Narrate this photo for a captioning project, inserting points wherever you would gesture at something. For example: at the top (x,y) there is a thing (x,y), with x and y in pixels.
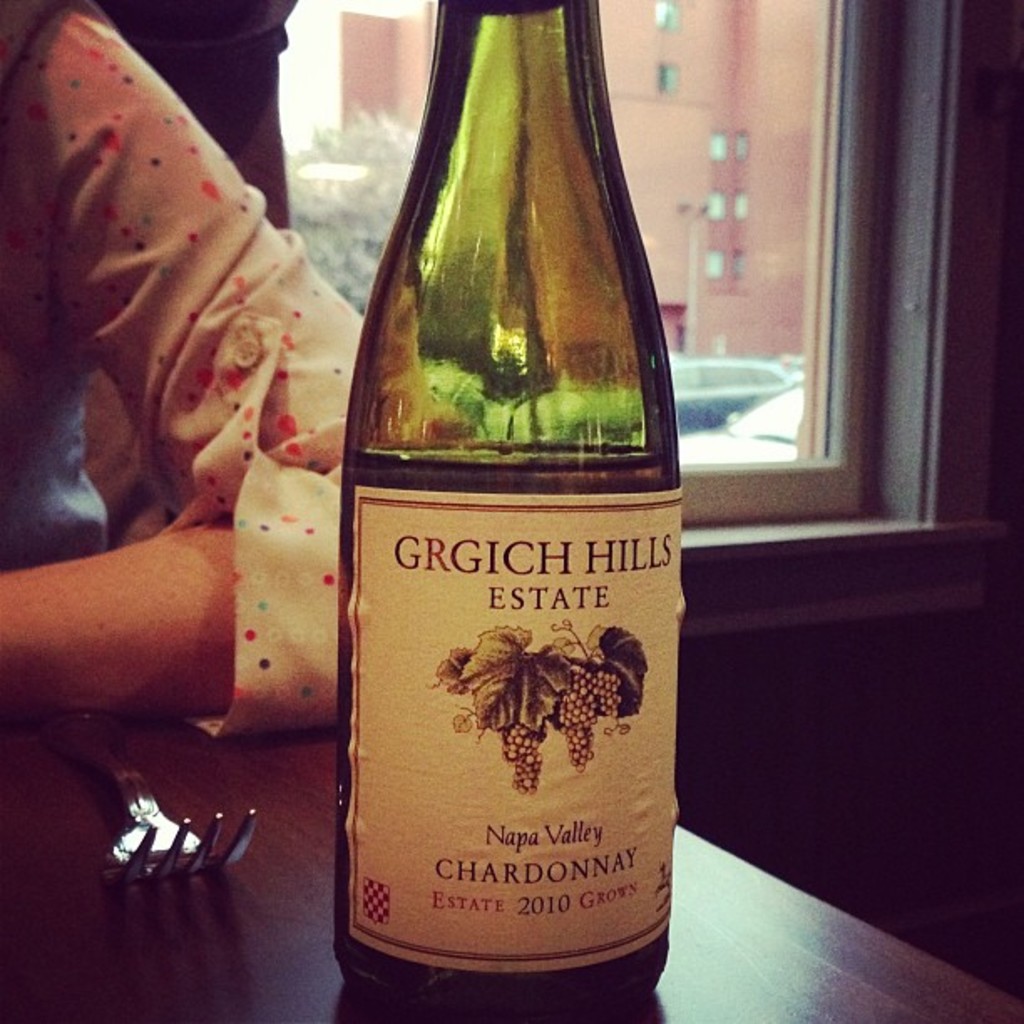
In the foreground (474,724) a bottle (389,248) is visible which is kept on the table (691,989) on which fork (142,861) is there. In the left (124,137) a person's hand (205,695) visible and a person (230,262) behind that half visible. And a window (829,57) is visible through which building (746,291), trees (337,229) and car (734,389) visible. This image is taken inside a room (834,665).
